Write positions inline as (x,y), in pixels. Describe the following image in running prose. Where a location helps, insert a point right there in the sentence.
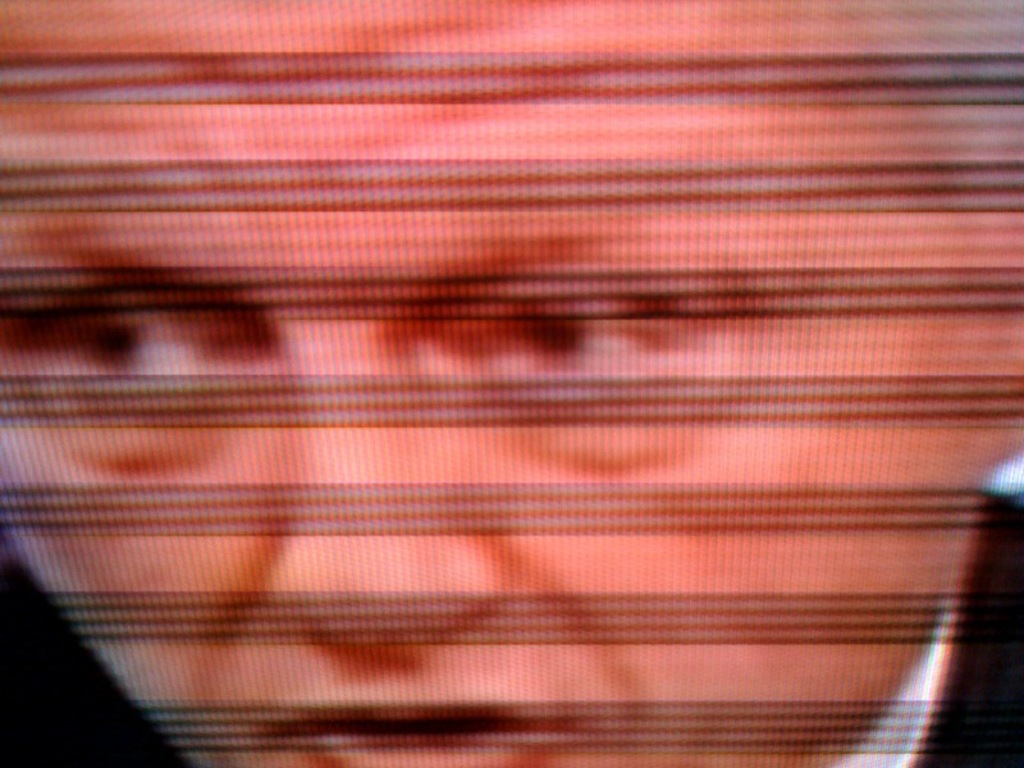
In this image we can see a person (604,642) on the screen (661,643).
